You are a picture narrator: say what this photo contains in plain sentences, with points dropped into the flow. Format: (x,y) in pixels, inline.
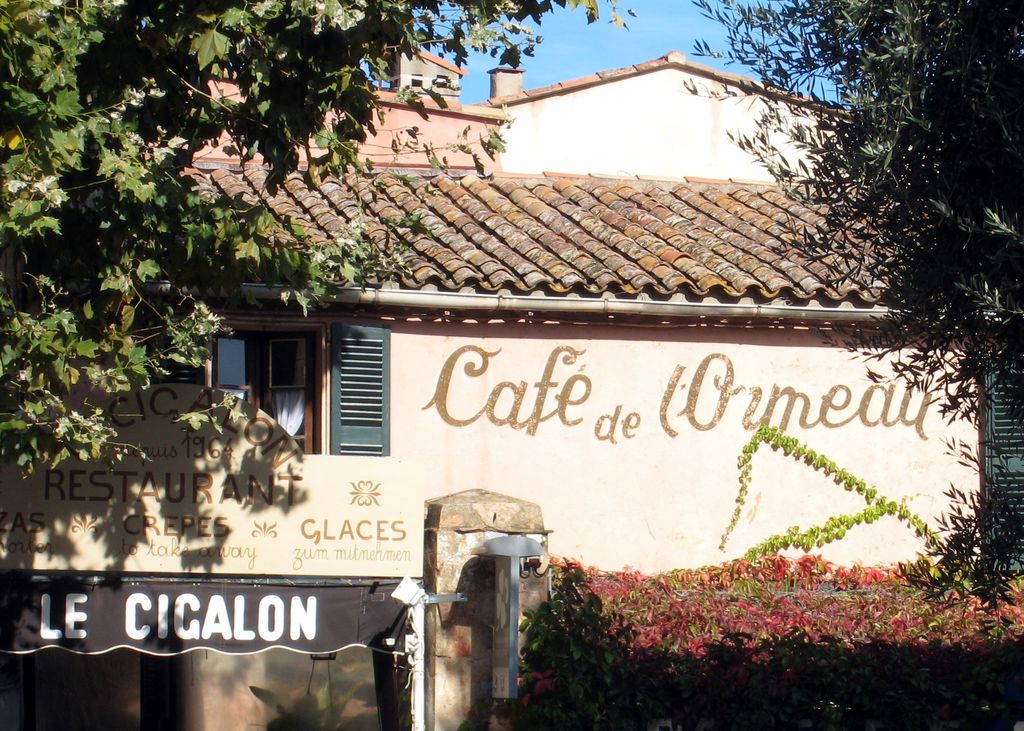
In this image we can see one house (338,353), some text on the house wall (644,472), one window (315,369) with a white curtain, one glass door (368,661), some trees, some plants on the surface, one board (375,558) attached to the wall (648,455), one banner (96,614) with text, some objects (476,515) are on the surface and at the top (618,52) there is the sky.
